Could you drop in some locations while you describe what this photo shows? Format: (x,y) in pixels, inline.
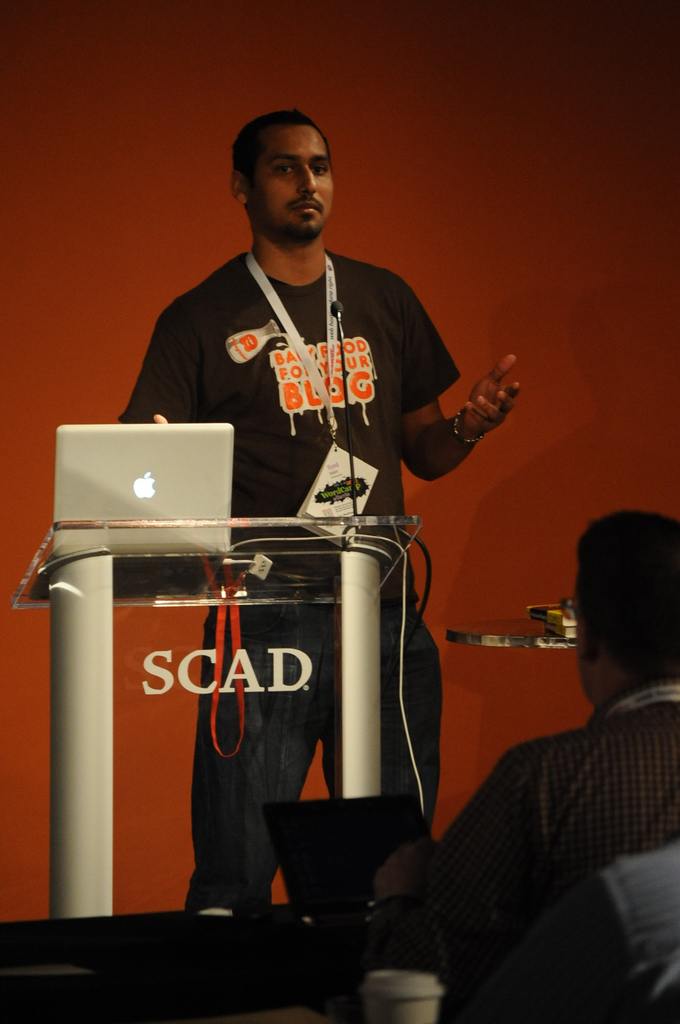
In this picture we can see a man (330,272) standing. In front of him we can see a person (624,598), mic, podium (315,792), laptops (307,853), glass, books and some objects (336,1003). In the background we can see the wall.
